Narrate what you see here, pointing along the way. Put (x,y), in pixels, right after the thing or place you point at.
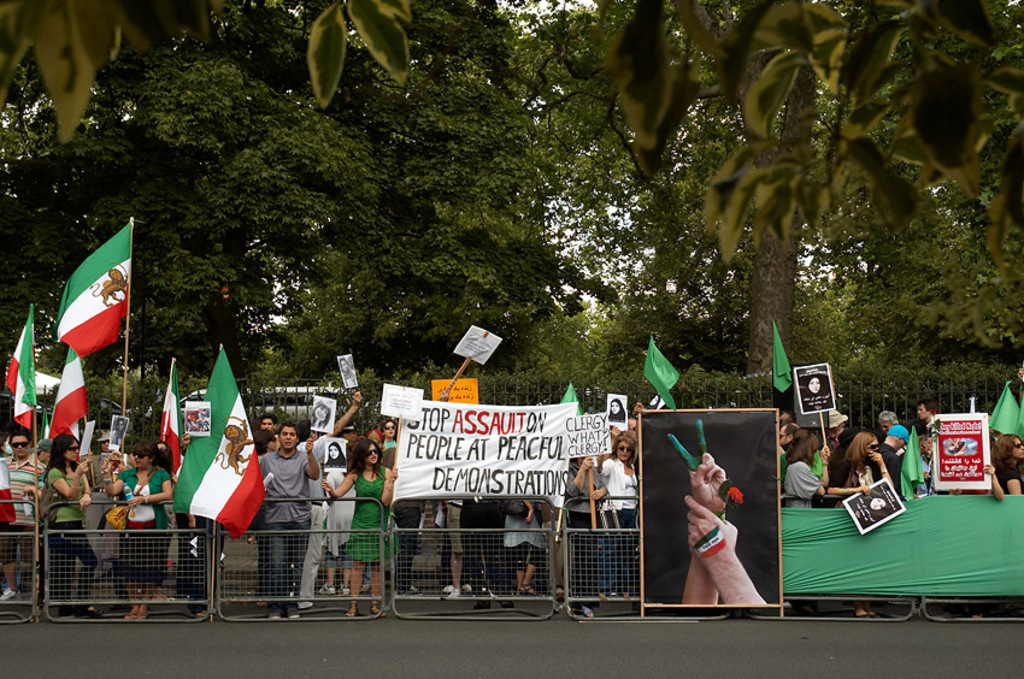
In this image, I can see groups of people (384,443) standing. They are holding the flags (193,444), placards (477,336) and banners (485,482). These are the barricades (541,562). This looks like a hoarding (649,590). These are the trees (370,140) with branches (759,64) and leaves (813,192). At the bottom of the image (439,650), I can see the road (119,654).
